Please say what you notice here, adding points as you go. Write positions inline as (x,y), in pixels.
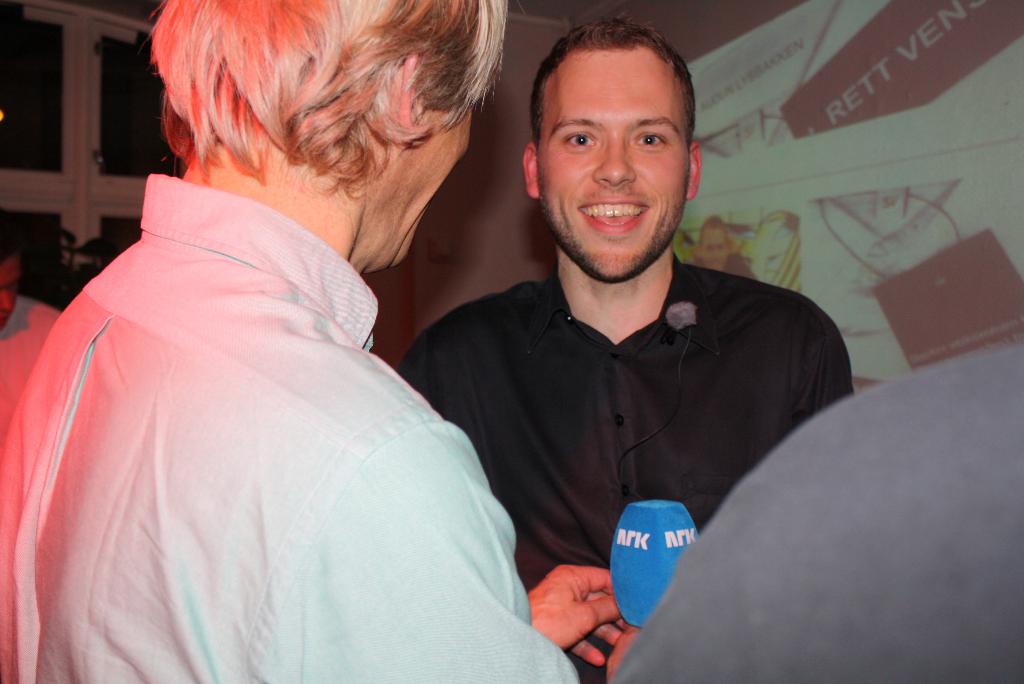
In the left side (184,392) a man (320,539) is there, he wore a shirt (349,480). in the right side (703,424) there is another man (585,415) smiling, he wore a black color shirt (681,455).
